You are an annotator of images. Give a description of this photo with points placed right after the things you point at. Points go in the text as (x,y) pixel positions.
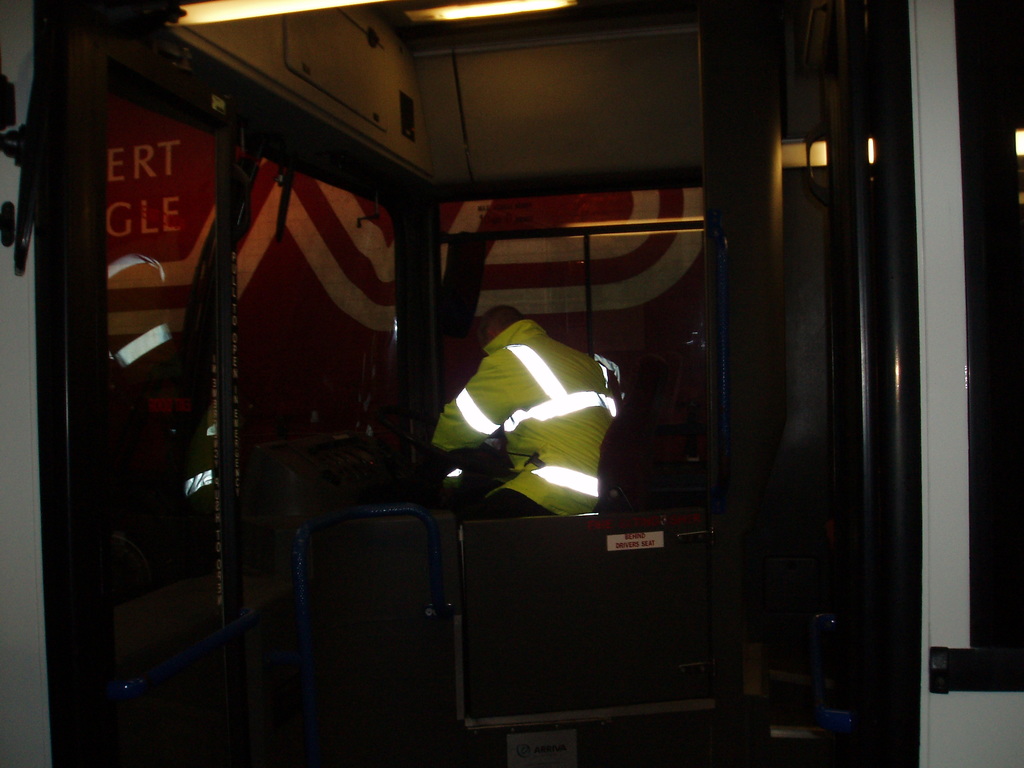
In this picture I can see a person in a safety jacket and the person (568,500) is sitting on the chair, there are lights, these are looking like transparent materials (343,350), and there are some other items (546,517).
